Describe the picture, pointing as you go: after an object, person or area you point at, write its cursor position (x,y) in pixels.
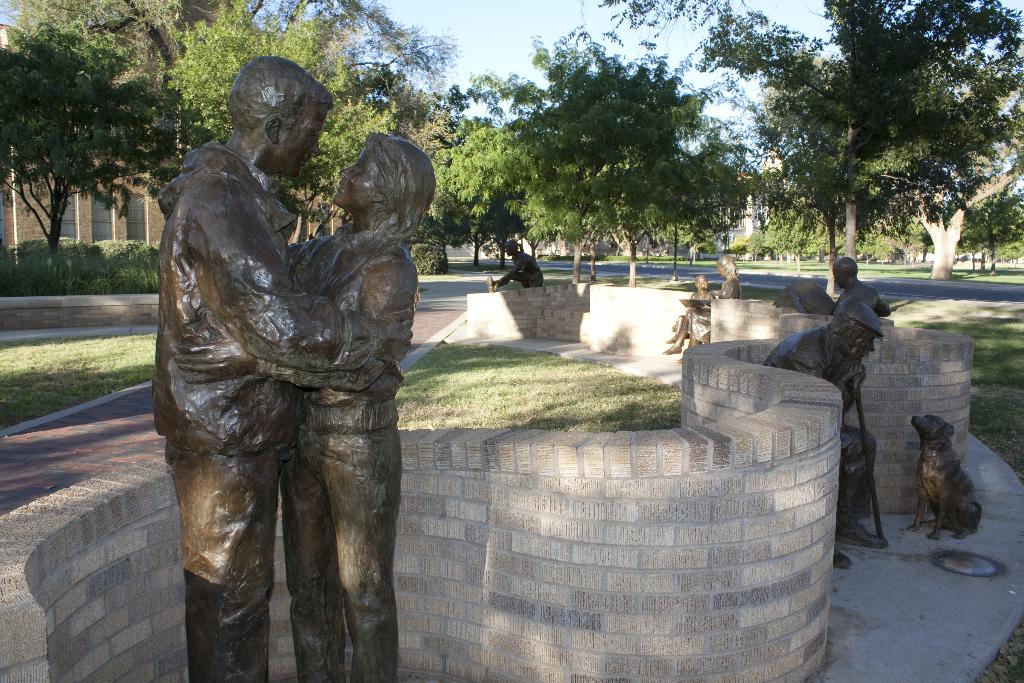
In the image we can see few statues (383,322) and wall (740,582). In the background (487,29) there is a tree (654,144), grass (126,380), road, sky (487,90) and building (101,219).
